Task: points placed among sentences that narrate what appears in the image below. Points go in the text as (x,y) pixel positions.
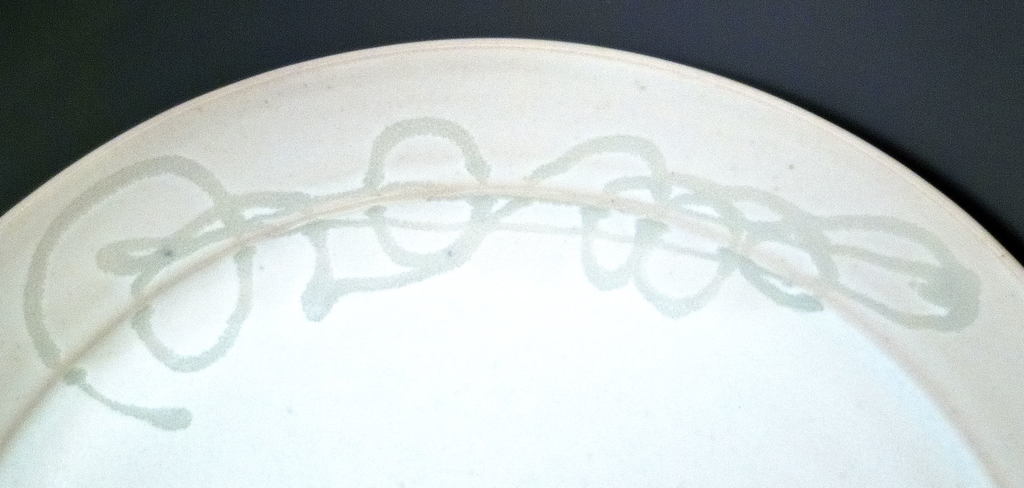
This picture contains a plate (428,304) which is white in color. This plate (725,313) has some design (240,267). In the background (225,43), it is black in color.
